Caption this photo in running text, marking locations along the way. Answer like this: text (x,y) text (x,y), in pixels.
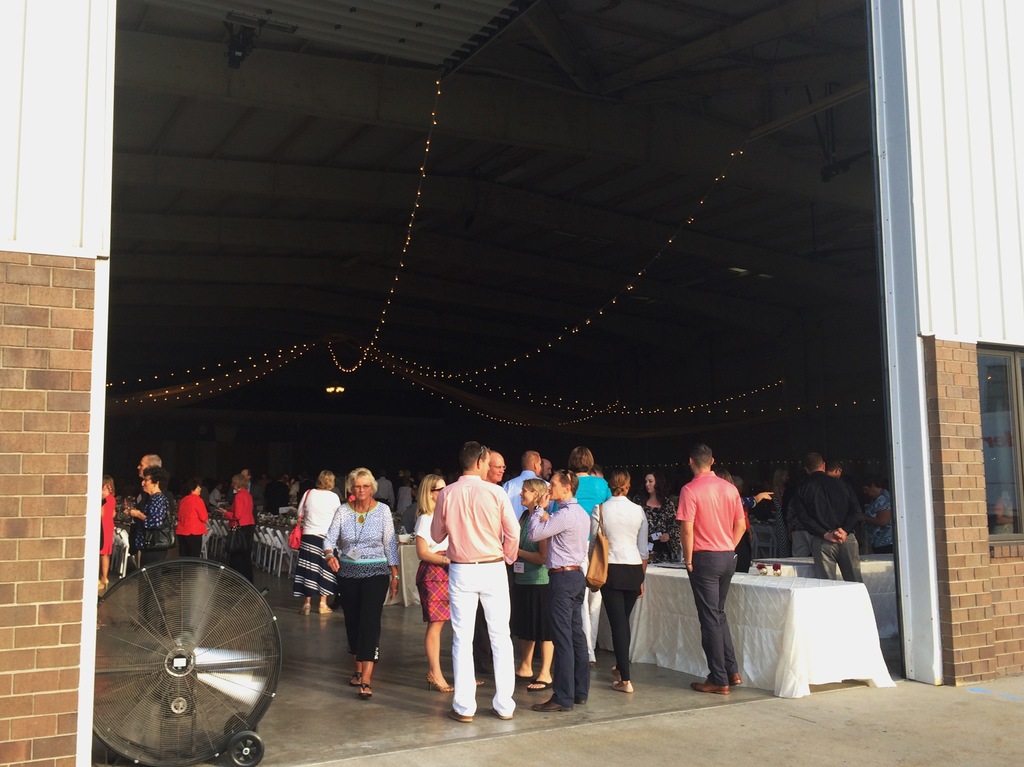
The picture is taken during a function. On the left (199,631) there is a fan (168,676) and brick wall (48,476). In the center of the picture (356,493) there are people (314,496), tables (808,603), chairs (288,542) and lights (374,335). On the right (1004,630) it is wall (956,336).
